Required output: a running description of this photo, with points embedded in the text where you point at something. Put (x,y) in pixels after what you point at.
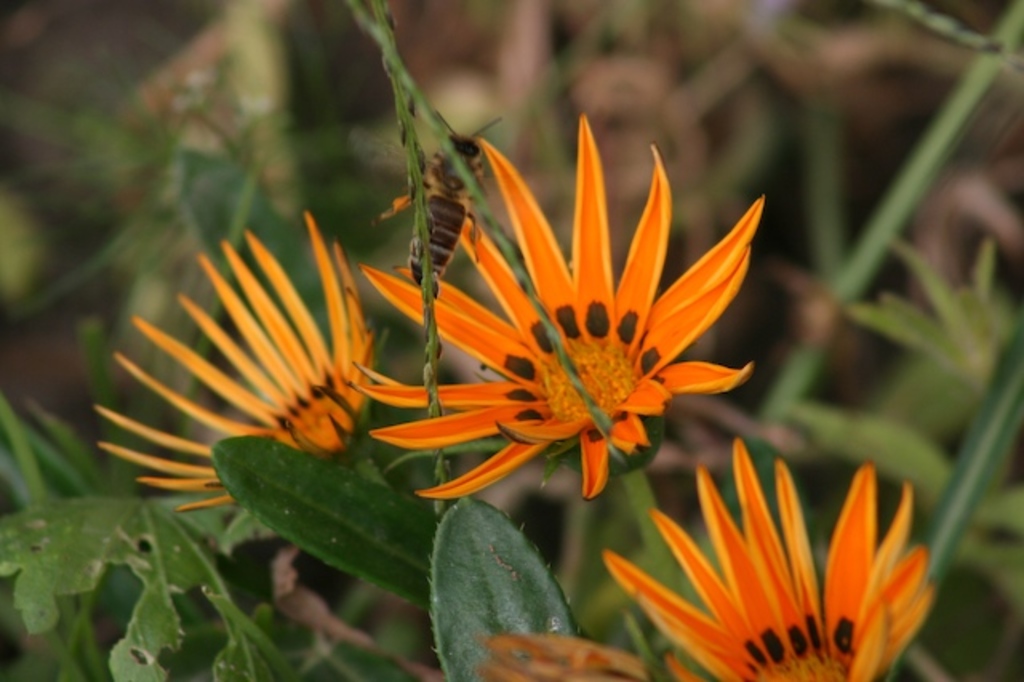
Here in this picture we can see orange colored flowers (472,419) present on the plants (451,443) over there and in the middle (443,235) we can see a bee (447,159) present over there.
